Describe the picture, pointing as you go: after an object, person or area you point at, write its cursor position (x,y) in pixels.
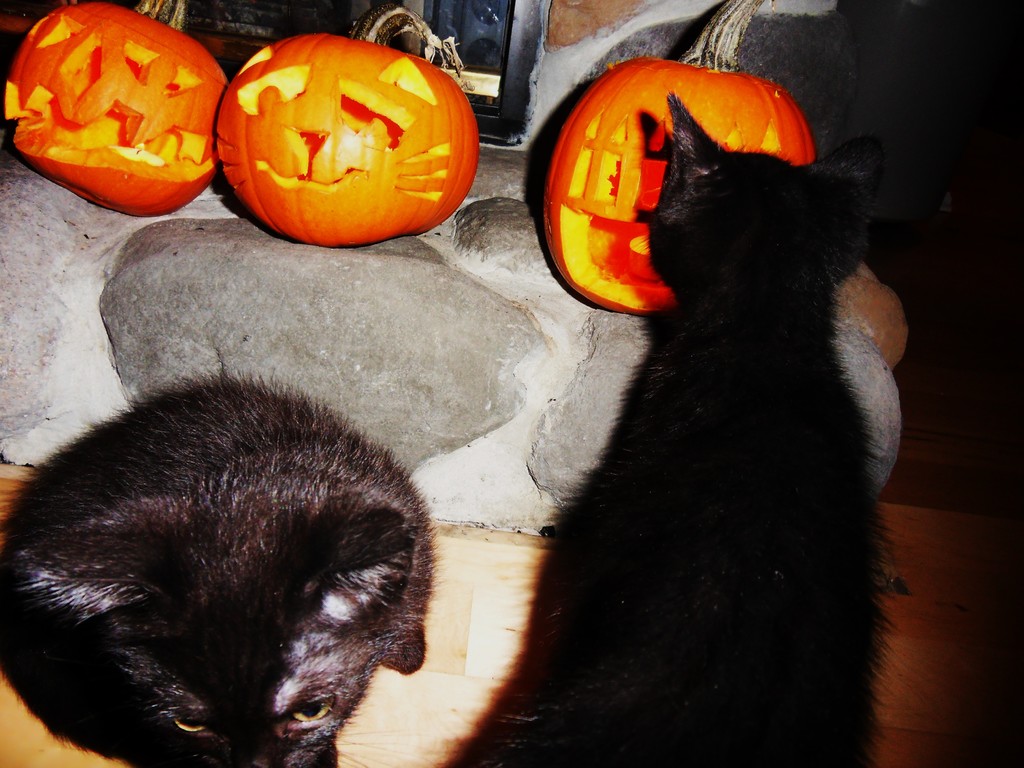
In this image I can see two cats (611,589) sitting on the floor (514,637). They are in black color. Back Side I can see three pumpkins (399,149). They are in orange color.
